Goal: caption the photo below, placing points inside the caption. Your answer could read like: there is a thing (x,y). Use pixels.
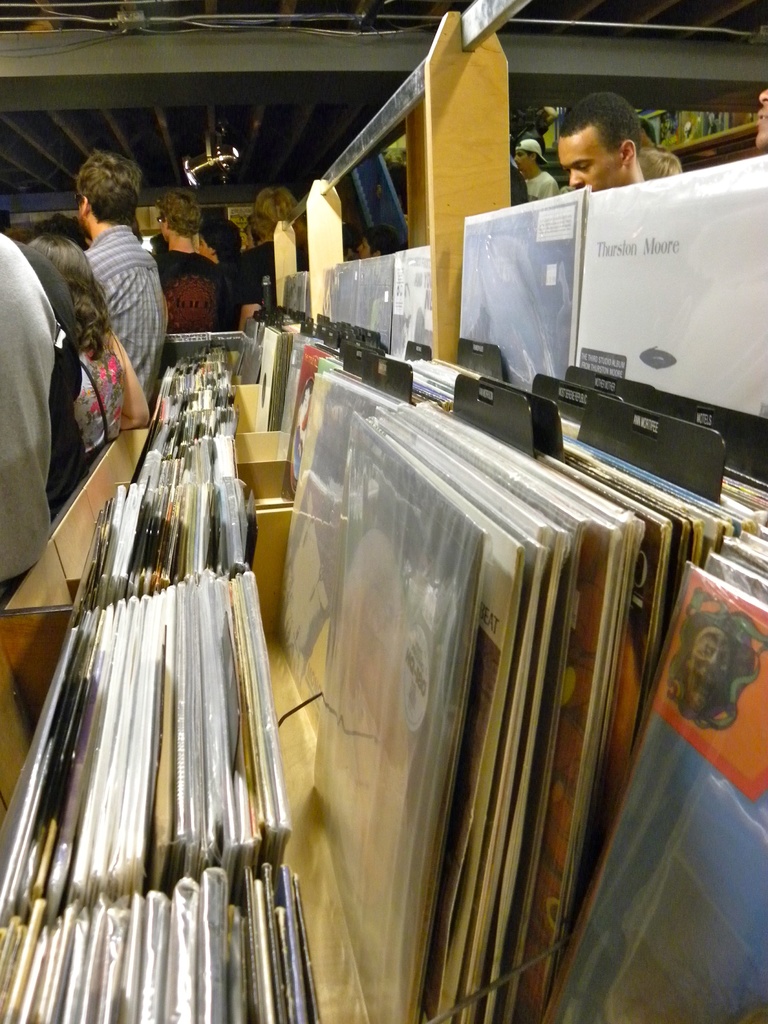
In this picture there is a big rack (292,312) in the center of the image (312,575), which contains records (224,693) on it, there are people (40,238) those who are standing around the rack (318,253) and there is a roof (342,144) at the top side of the image (23,121).
